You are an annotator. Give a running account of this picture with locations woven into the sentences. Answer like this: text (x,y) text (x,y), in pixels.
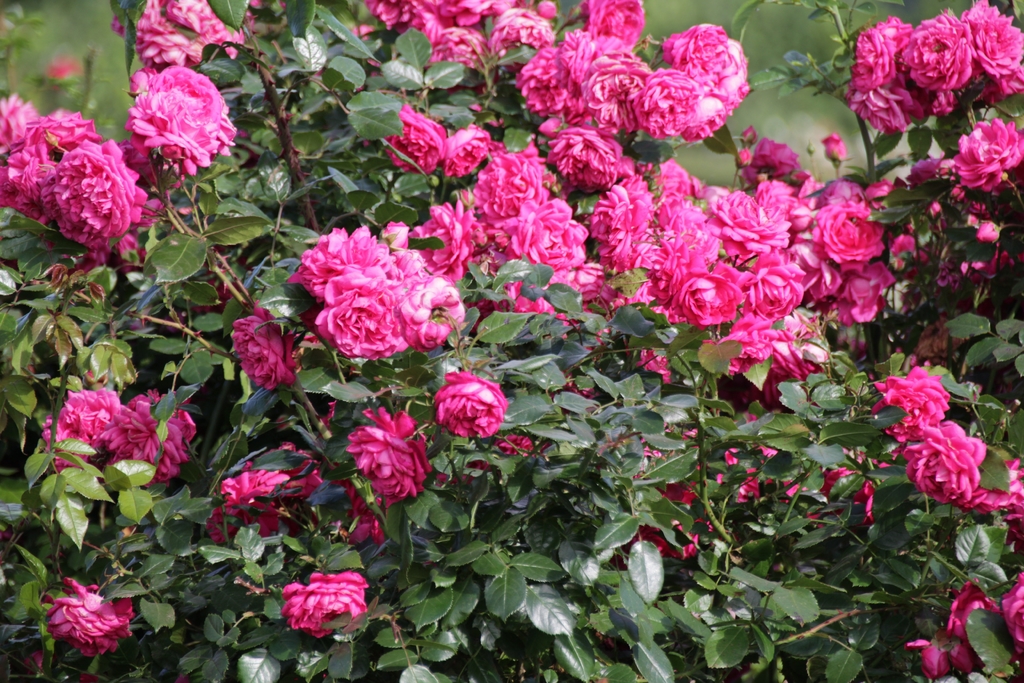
Here I can see a plant (281,359) along with rose flowers (511,239) and some buds (830,149). The flowers (541,197) are in pink color and I can see the leaves (605,530) in green color.
